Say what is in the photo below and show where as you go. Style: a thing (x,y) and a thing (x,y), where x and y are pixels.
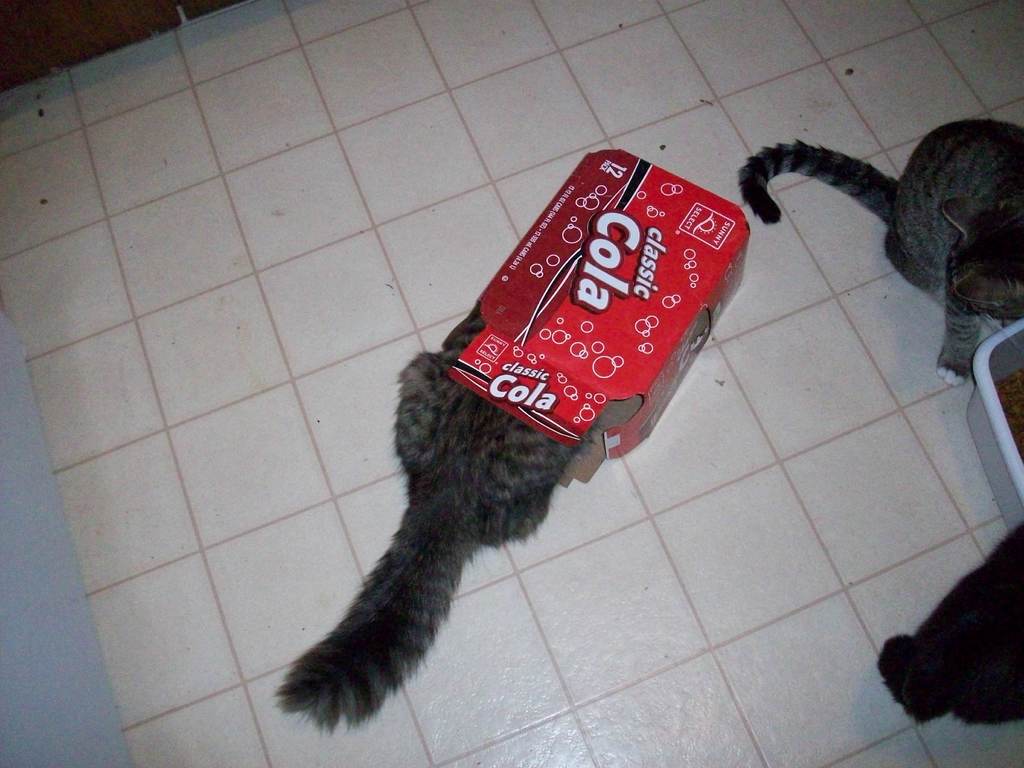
There is a cat (457,461) in a box (587,333) and right side of the image (988,332) we can see cats (979,674) and container (993,410) and we can see floor (139,347).
